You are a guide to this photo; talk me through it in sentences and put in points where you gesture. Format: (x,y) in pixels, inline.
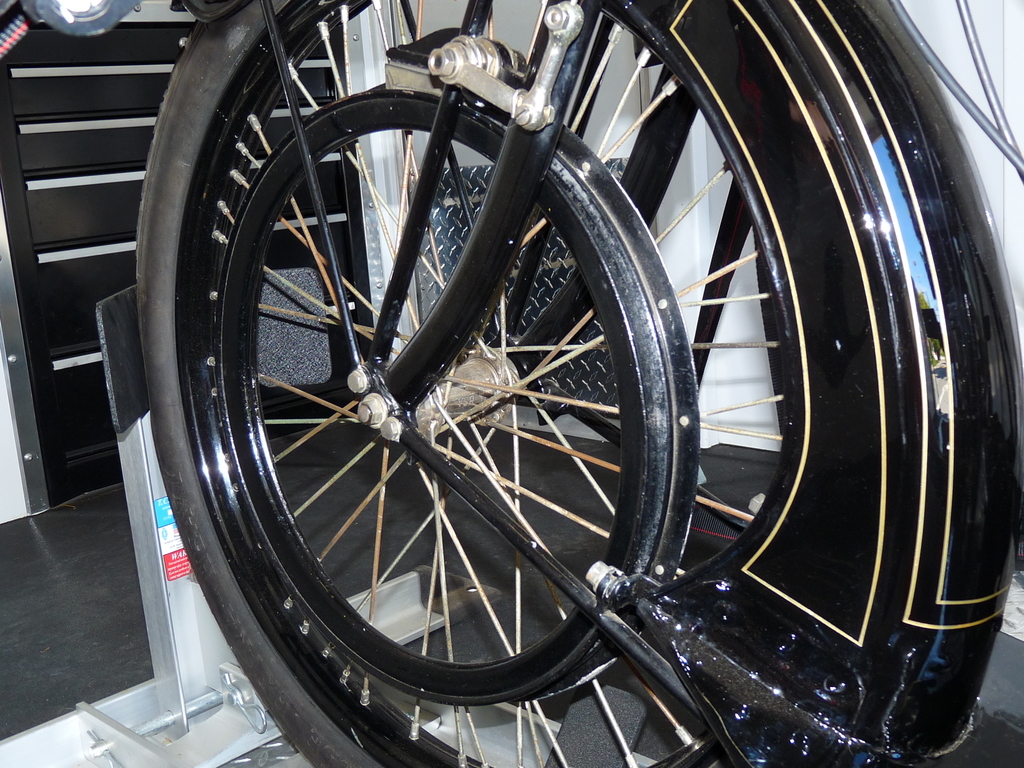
In this image I can see a wheel (697,305) which is black, cream and white in color. I can see the black colored floor (81,581). In the background (988,27) I can see the white colored wall (928,33) and few other objects (90,117).
